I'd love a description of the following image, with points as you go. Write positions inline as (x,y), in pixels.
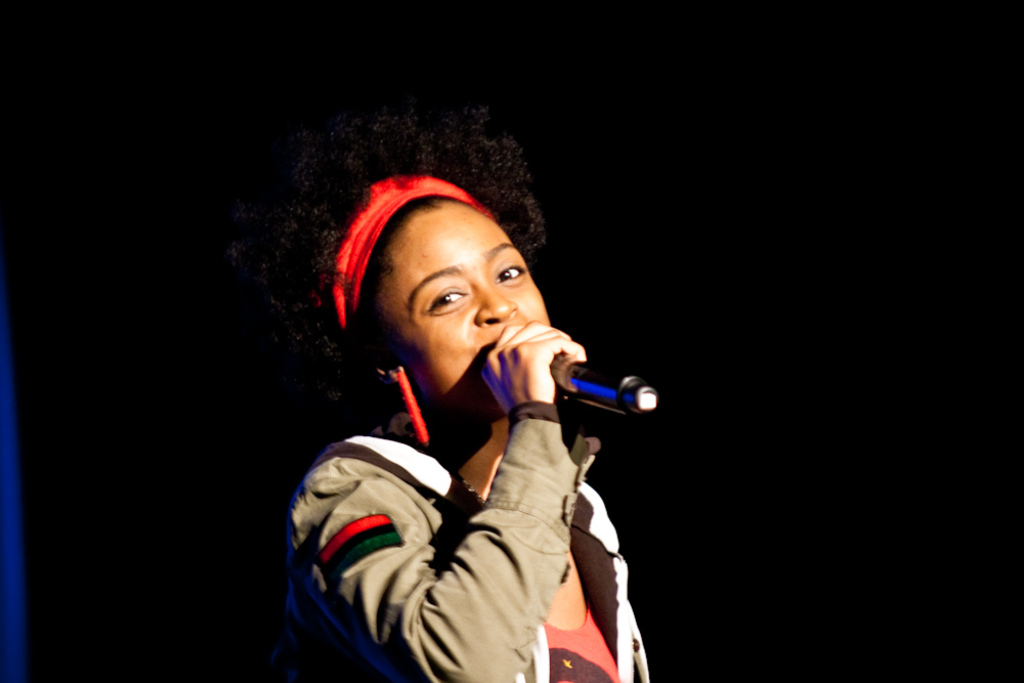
This image consists of a woman (486,392) who is wearing a jacket (590,553), earrings (415,419) and hair band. She is holding mic (646,403) in her hand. She is wearing orange color t-shirt (566,652).
